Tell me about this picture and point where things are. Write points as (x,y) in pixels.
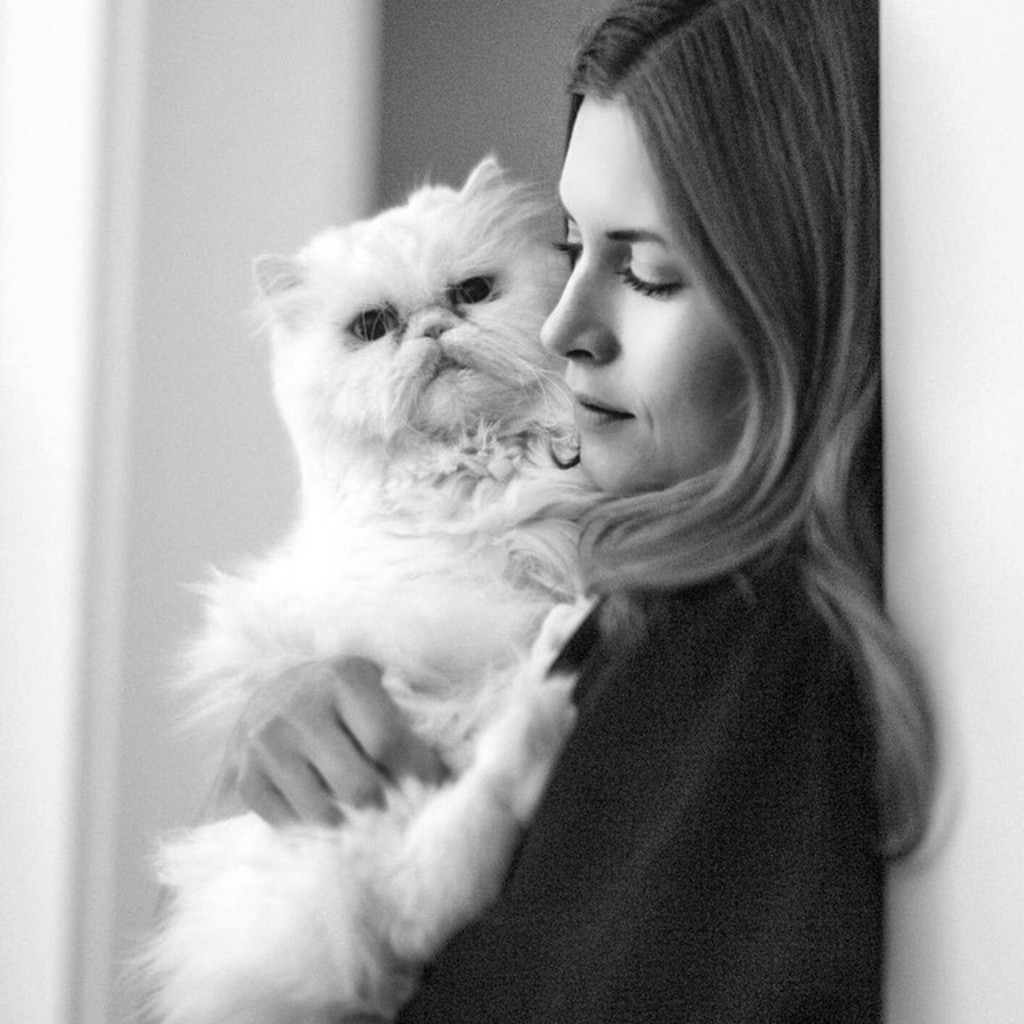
Girl (714,718) holding cat (429,676).
